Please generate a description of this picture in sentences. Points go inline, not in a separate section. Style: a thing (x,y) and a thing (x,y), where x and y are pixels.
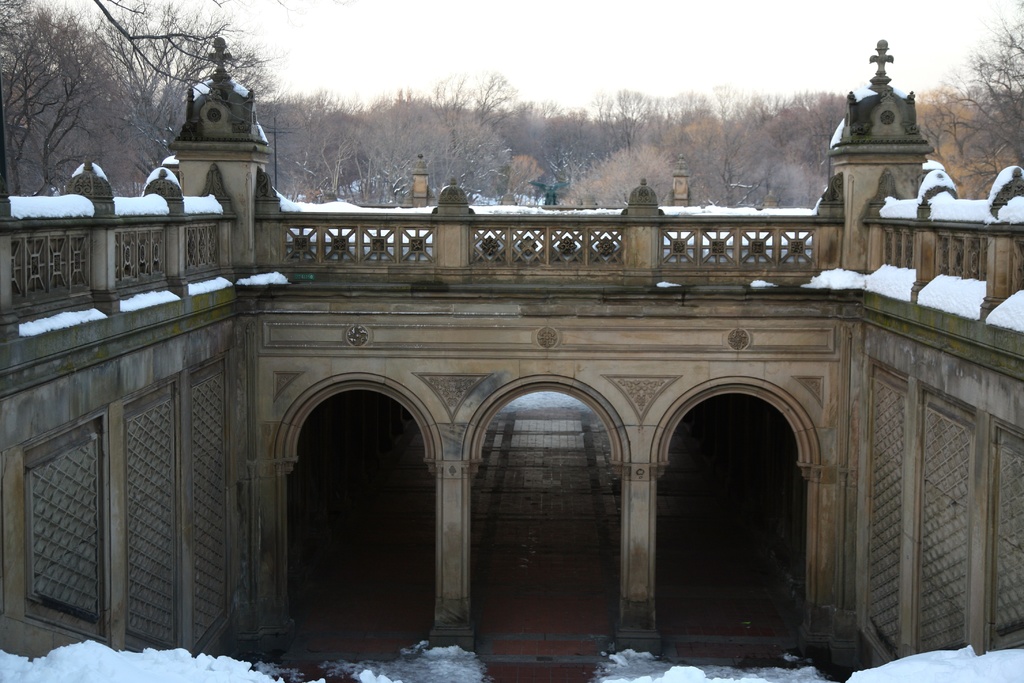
In this image, we can see some snow (178,654) on the building (757,234). There are some trees (654,142) behind the building (528,335). At the top of the image (478,60), we can see the sky (425,73).
